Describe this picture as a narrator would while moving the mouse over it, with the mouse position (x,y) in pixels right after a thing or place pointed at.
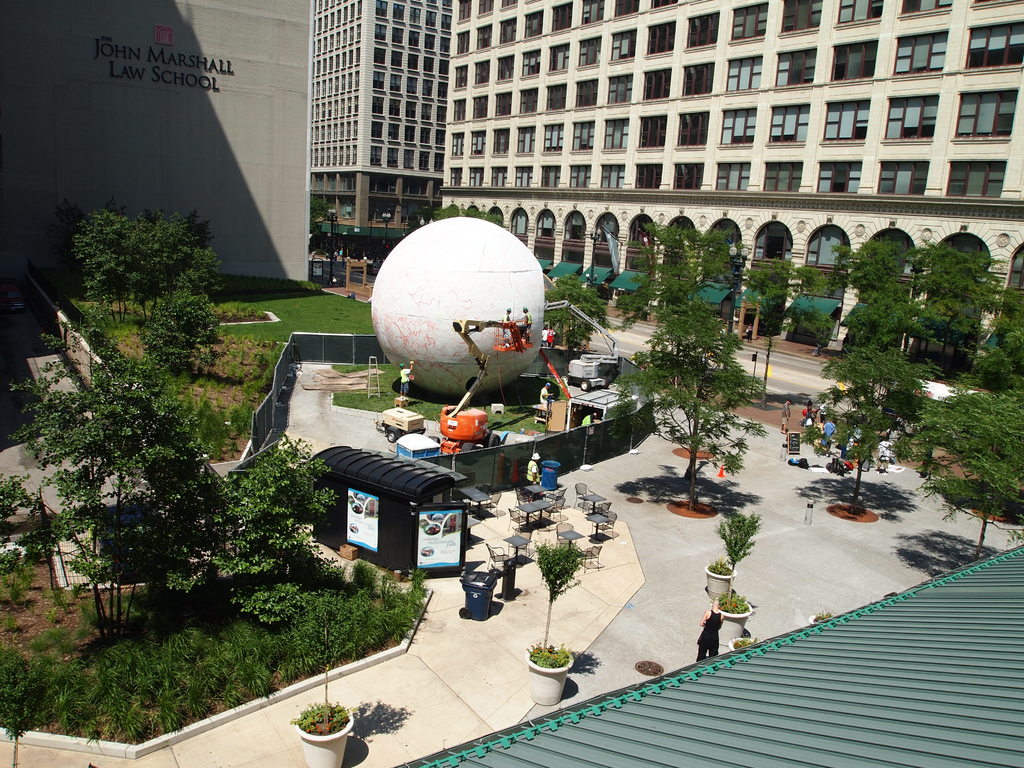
In this image in an open area (648,659) there are trees (290,593), potted plants (534,649), machines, chairs (499,559), tables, dustbin (471,592), cabin (403,514), few other things (516,478) are there. In the background (380,227) there are buildings (783,160), street lights (386,212). Here there is a road (641,340).
